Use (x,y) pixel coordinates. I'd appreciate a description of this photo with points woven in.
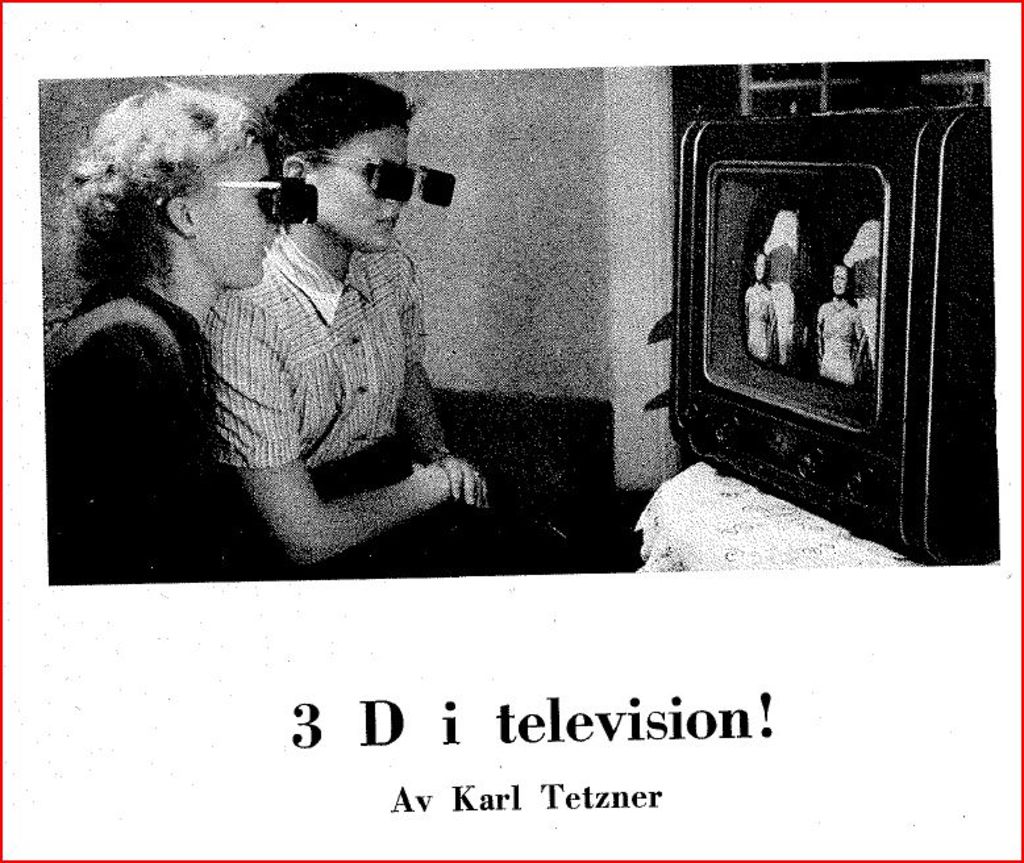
This image consists of a picture. In which there are two women (364,387) sitting and watching TV (767,348). To the right (868,370), there is a TV (883,469) on the table (742,542). At the bottom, there is a text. They are wearing 3D glasses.
